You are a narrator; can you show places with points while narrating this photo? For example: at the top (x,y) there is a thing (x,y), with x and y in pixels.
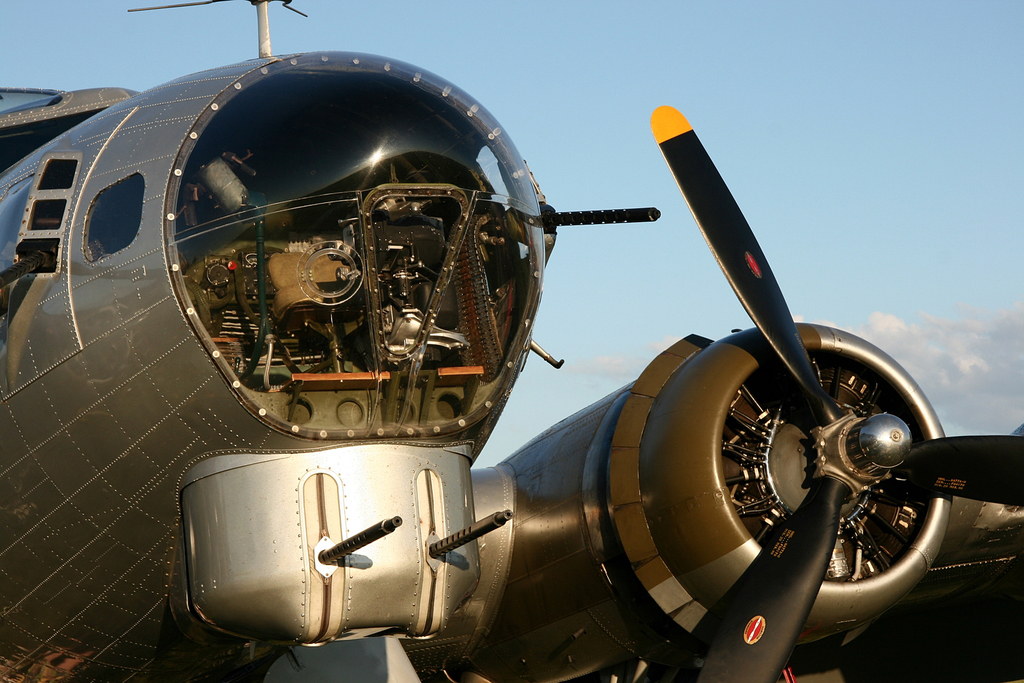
In this picture I can observe an airplane (288,216). On the right side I can observe spinner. In the background (704,58) there is sky (586,58).
